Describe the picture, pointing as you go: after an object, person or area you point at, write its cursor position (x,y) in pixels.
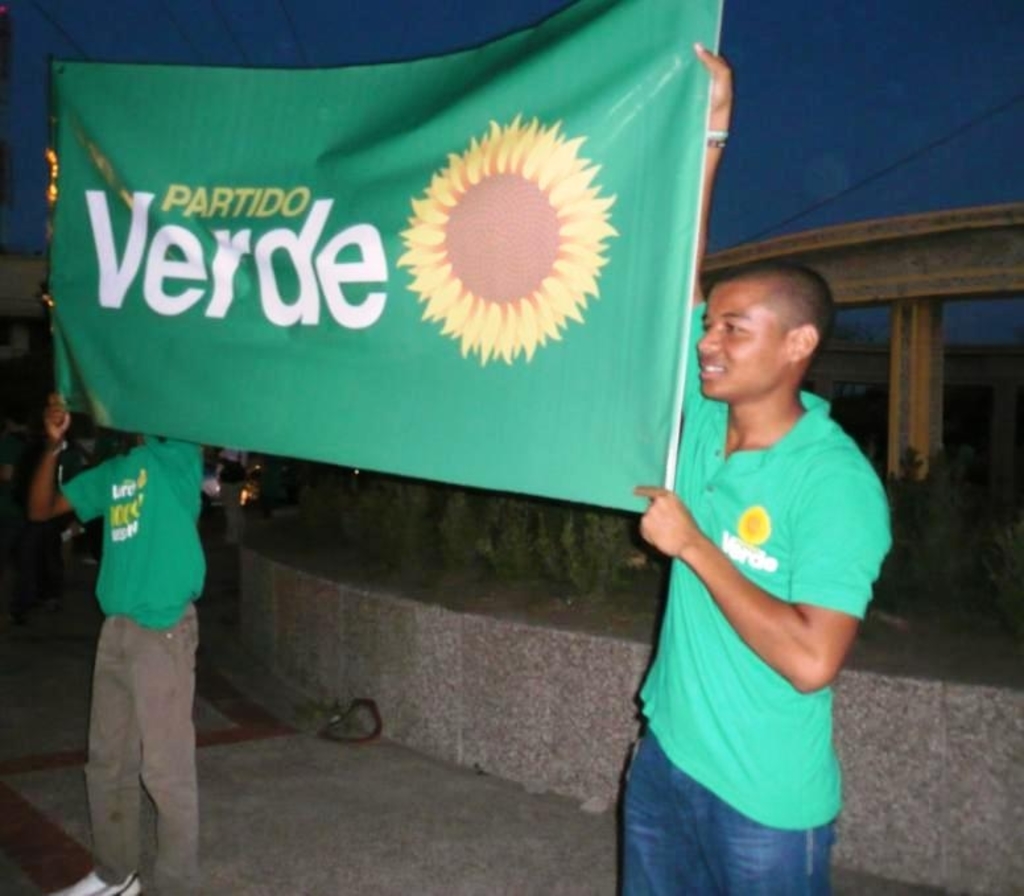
In this image we can see the two persons (109,668) wearing the green color t shirts (825,436) and holding the banner (290,206) with the text (317,227) and a flower (537,189). In the background (884,227) we can see the bridge (885,249), plants (337,495), wall (937,757), path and also the sky (793,38).
